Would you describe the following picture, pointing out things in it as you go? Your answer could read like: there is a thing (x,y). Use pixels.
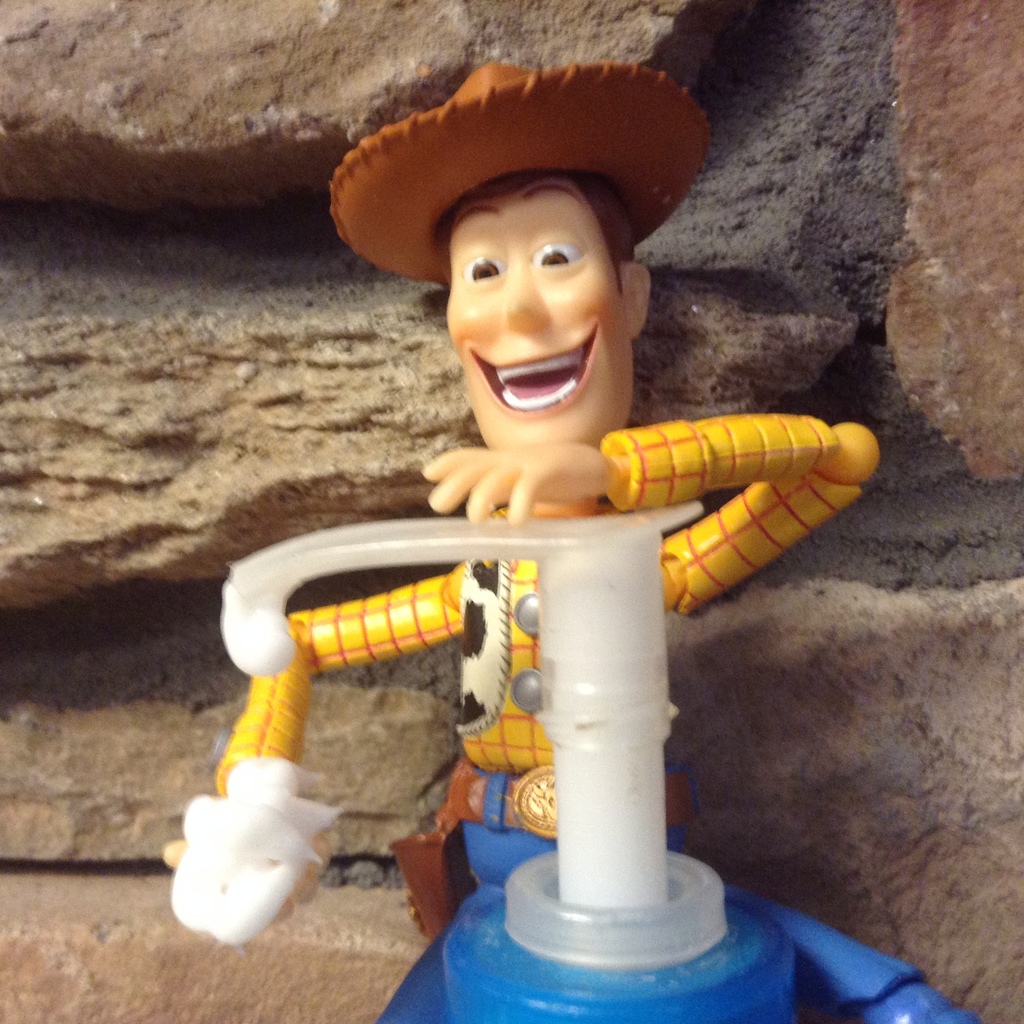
This image consists of a toy (370,618). In the front (651,972), it looks like a spray bottle (669,1009). We can see a yellow shirt (445,612) and a brown hat (459,187) to the toy (477,487). In the background (126,679), there are rocks (741,815).
